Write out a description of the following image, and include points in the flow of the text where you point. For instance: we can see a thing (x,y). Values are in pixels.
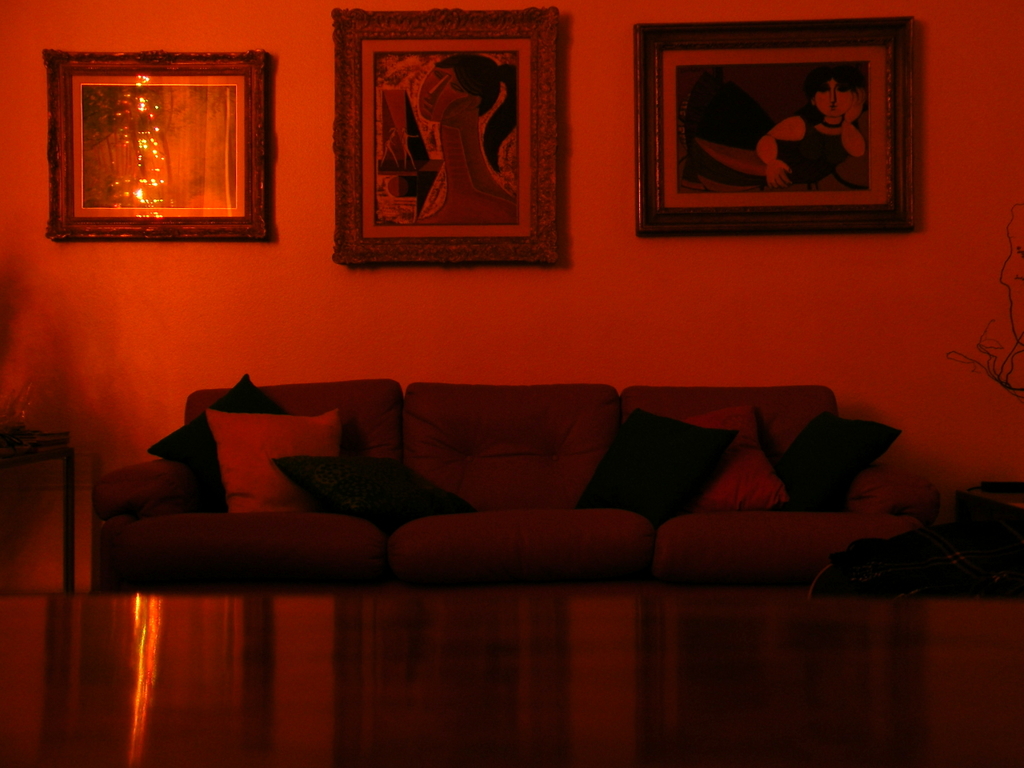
In this picture there is a couch (409,557) with some pillows (240,445) and also there are some photo frames (394,100) on the wall (254,287).
